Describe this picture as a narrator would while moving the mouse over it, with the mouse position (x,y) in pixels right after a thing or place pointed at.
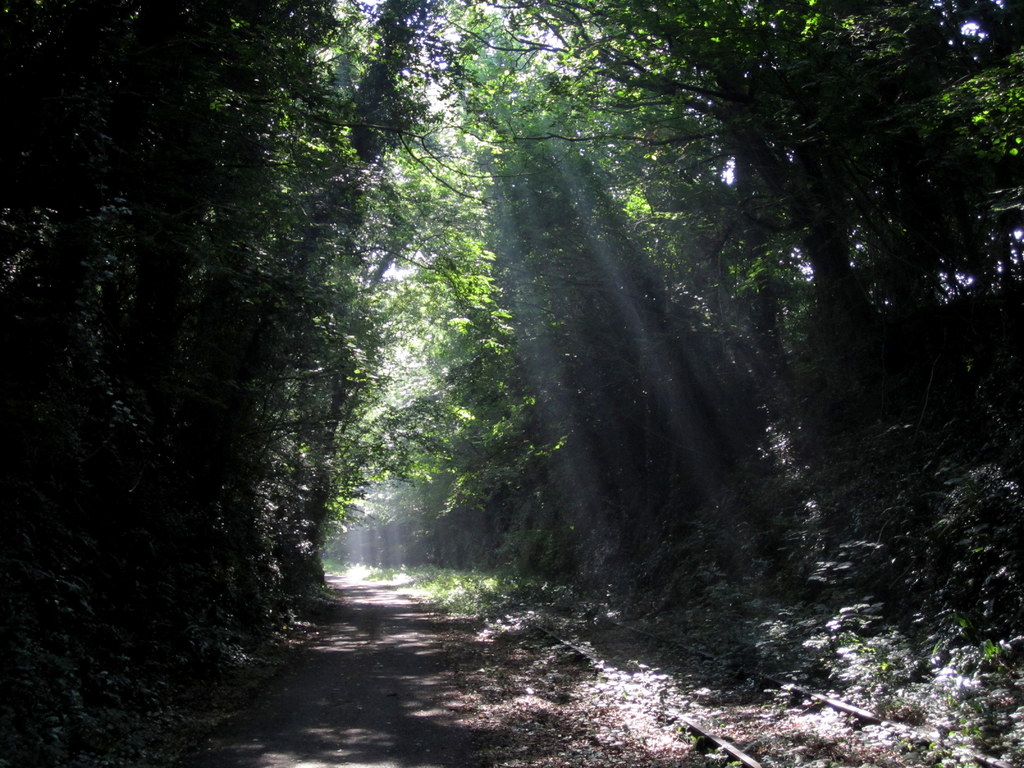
In this image I can see the road (381,649). To the side of the road (363,666) there is a tracks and I can see many trees (560,499). In the background (454,40) I can see the sky (434,96).
